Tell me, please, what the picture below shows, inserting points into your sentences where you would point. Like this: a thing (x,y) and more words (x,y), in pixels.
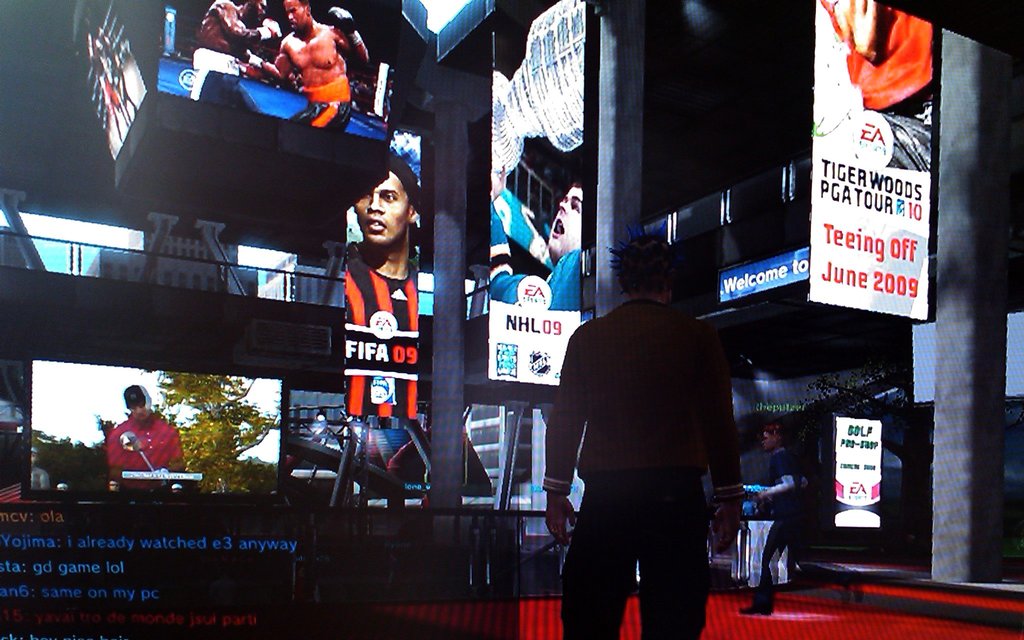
Here this picture is an animated image, in which in the middle (665,276) we can see a person (660,316) standing and in front of him we can see all digital screens (86,403) present over there.
